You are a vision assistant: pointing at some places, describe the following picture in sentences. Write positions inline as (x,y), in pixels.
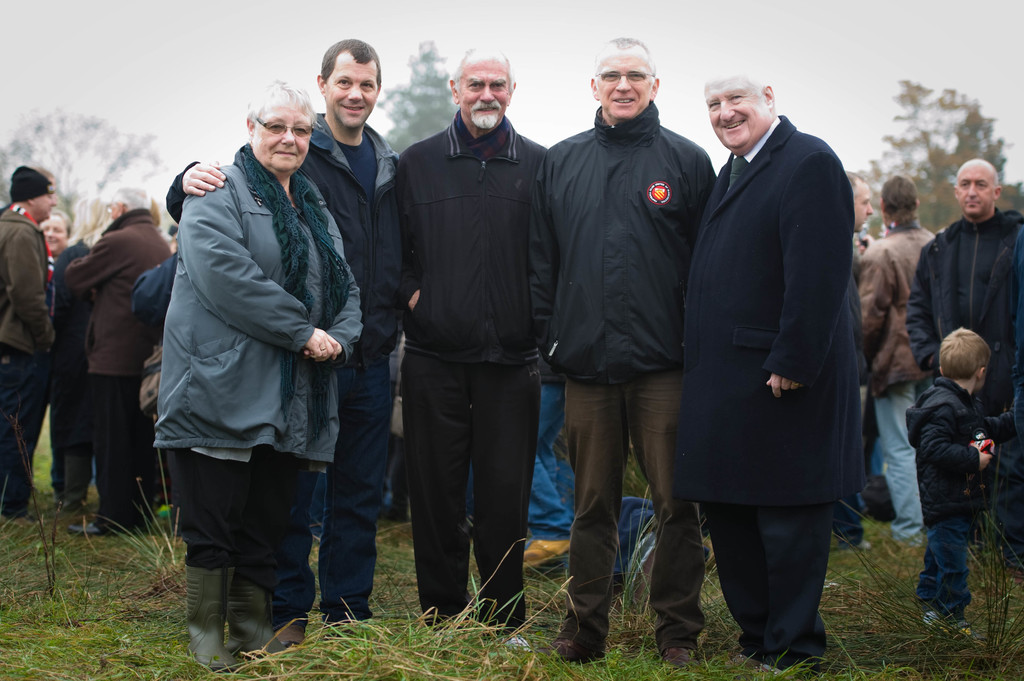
Here we can see five persons (713,421) standing on the ground (354,649) and at the bottom (908,663) we can see grass (889,656). In the background (53,264) there are few persons (900,203), a kid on the right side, trees (25,158) and sky (838,47).
